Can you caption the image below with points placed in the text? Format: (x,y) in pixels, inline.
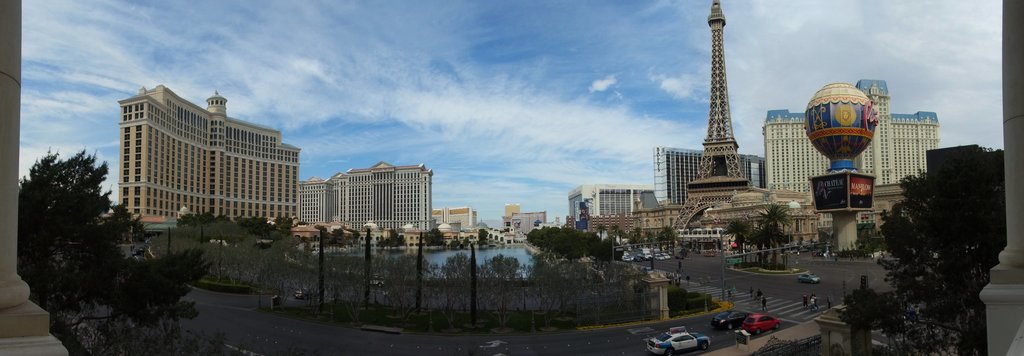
In this image there are tall buildings (698,170). On the right side (700,184) there is Eiffel tower (728,196). There is water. There are vehicles (698,336) moving on the road (796,296). There are trees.
